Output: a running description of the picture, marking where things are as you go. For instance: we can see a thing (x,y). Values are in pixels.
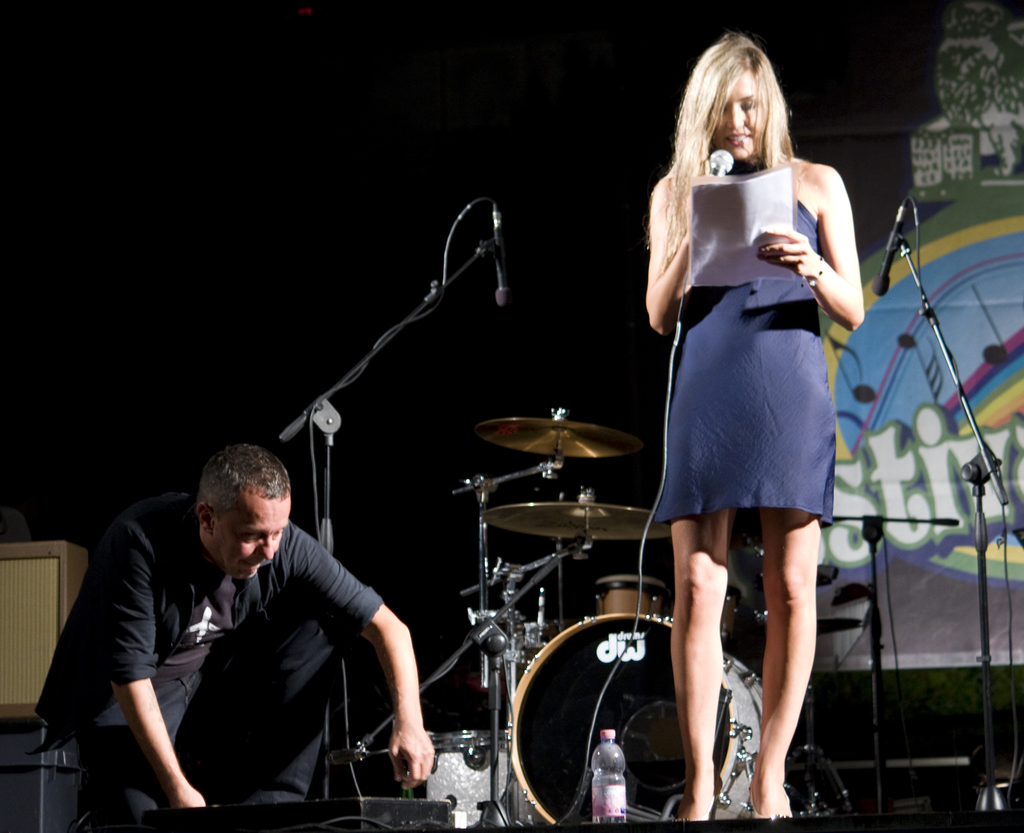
This image is taken indoors. In the background (922,161) there is a wall (885,131) with a painting (940,423). At the bottom of the image (812,818) there is dais (433,830). On the left side of the image (63,706) there is a man (126,739). In the middle of the image (665,278) a woman (857,304) is standing on the dais (754,829) and she is holding a mic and a paper (719,230) in her hands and there are a few musical instruments (566,747) and a mic (497,263) on the dais (899,829).
